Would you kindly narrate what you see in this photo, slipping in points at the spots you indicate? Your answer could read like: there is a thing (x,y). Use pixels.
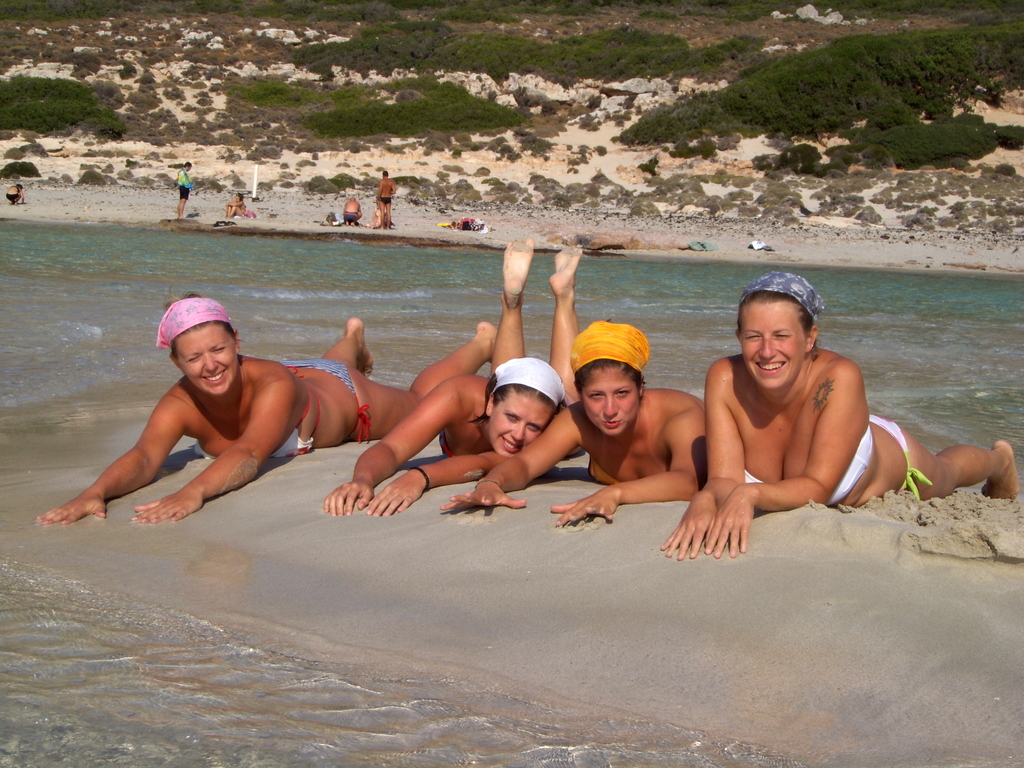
In this picture we can see there are four women (834,434) laying on the sand (416,465). Behind the women (467,379) there is water (380,294), some people (184,200) are standing and other people (236,206) are in squat position and plants (482,98).
